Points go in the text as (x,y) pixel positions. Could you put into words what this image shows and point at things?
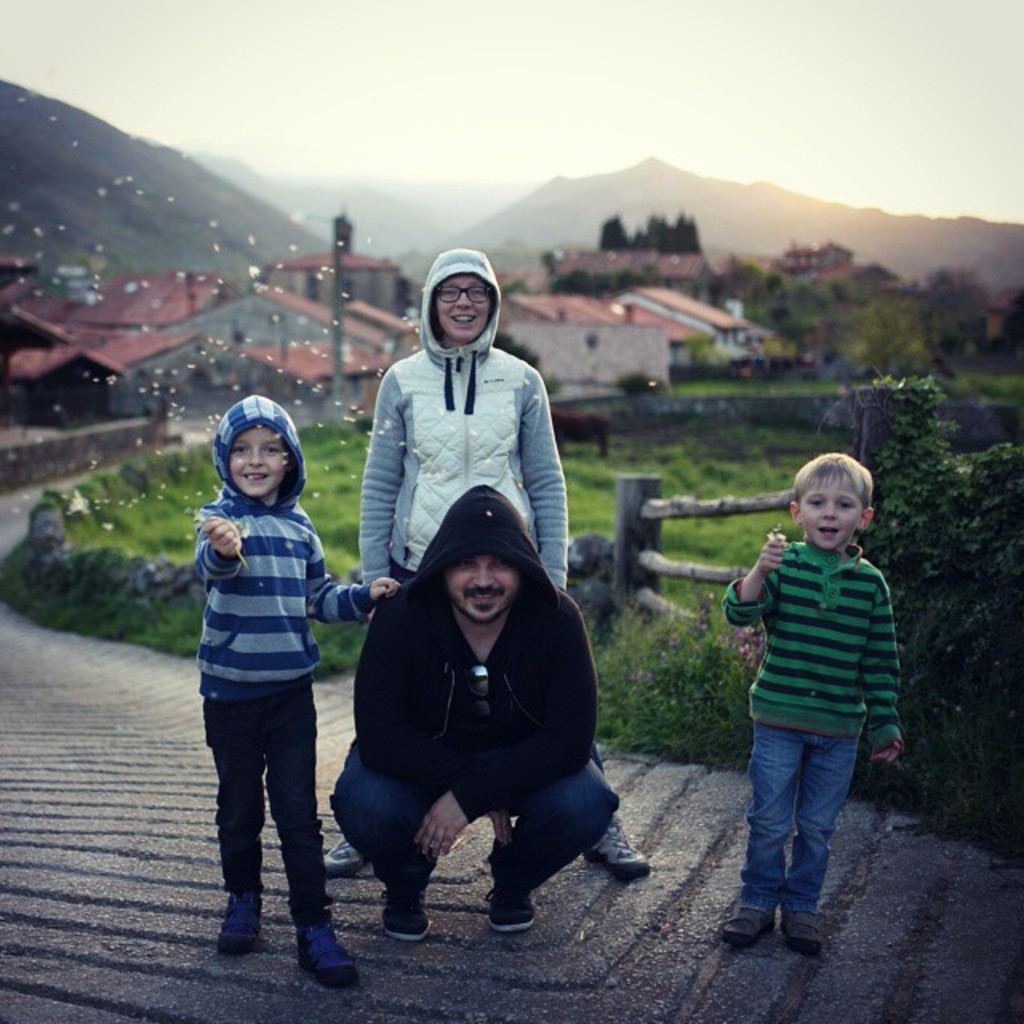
In the image we can see a man (459,624), woman (433,475) and two children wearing clothes (404,660), shoes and they are smiling. Here we can see footpath (355,910), plant (997,594), wood fence (655,535) and the grass (669,444). We can see there are many houses (225,326), mountains (325,199), trees (640,232) and the sky (488,83).
